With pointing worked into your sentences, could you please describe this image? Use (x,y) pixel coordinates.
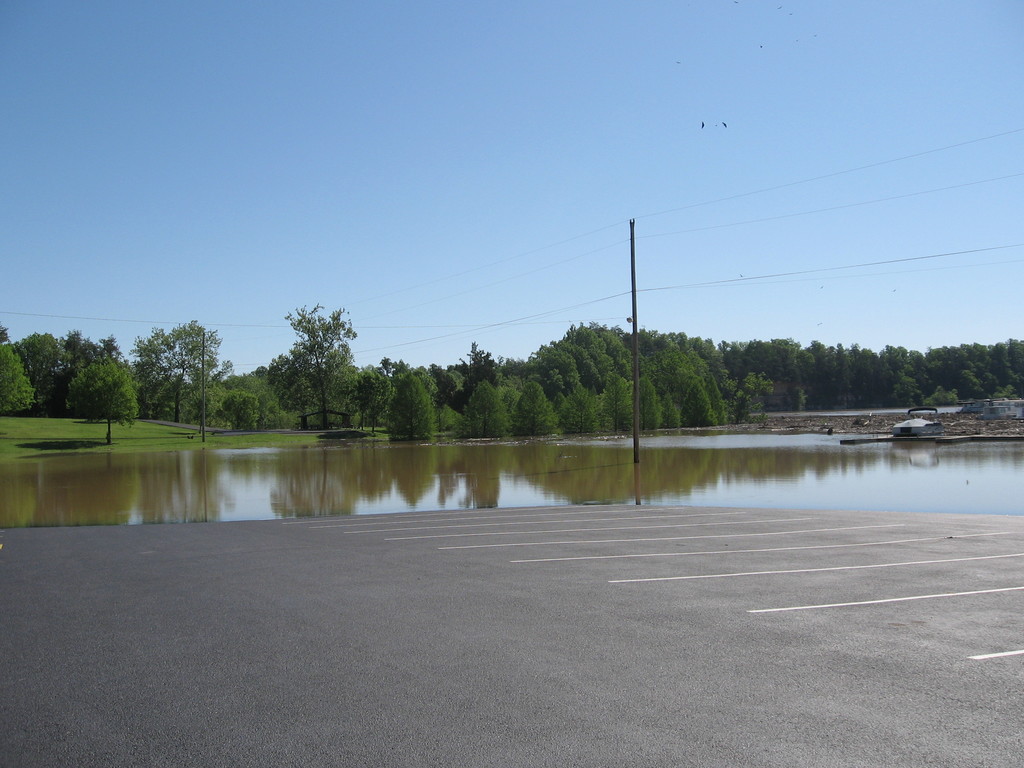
In the center of the image (347,509) there is water (913,462). At the bottom (643,723) there is a road (463,696). In the background (530,126) there are trees (579,376) and sky (535,138). We can see a pole (636,302) and there are wires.
